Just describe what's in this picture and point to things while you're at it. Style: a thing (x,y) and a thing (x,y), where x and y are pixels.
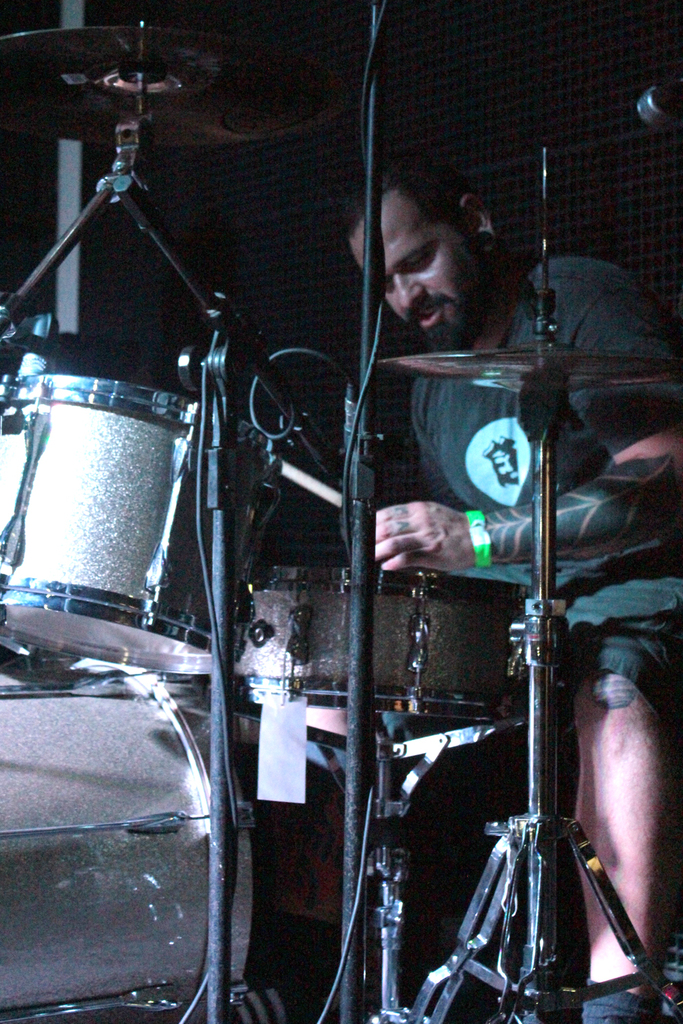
In this image we can see a person (418,443) playing musical instruments (87,1010). In the background of the image (300,193) there is wall (486,105).
